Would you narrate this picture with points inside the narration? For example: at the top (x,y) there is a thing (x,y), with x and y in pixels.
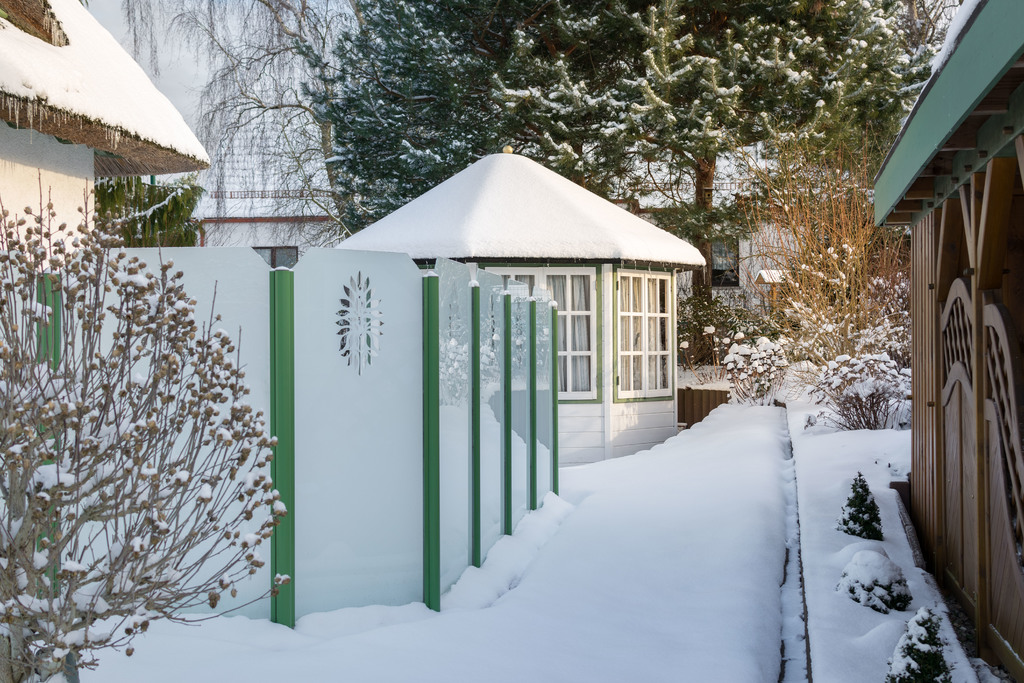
At the bottom of the picture (524,577), we see ice (506,587). On the left side (106,435), we see a tree (109,478) and a building (82,127) which is covered with ice (98,85). In the middle of the picture (528,283), we see a hut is covered with ice (662,256). In the background (691,287), there are buildings (731,277), trees (688,216) and plants (840,325), which are covered with ice (775,361). On the right side (997,109), we see a building (1001,385) in brown and green color.
